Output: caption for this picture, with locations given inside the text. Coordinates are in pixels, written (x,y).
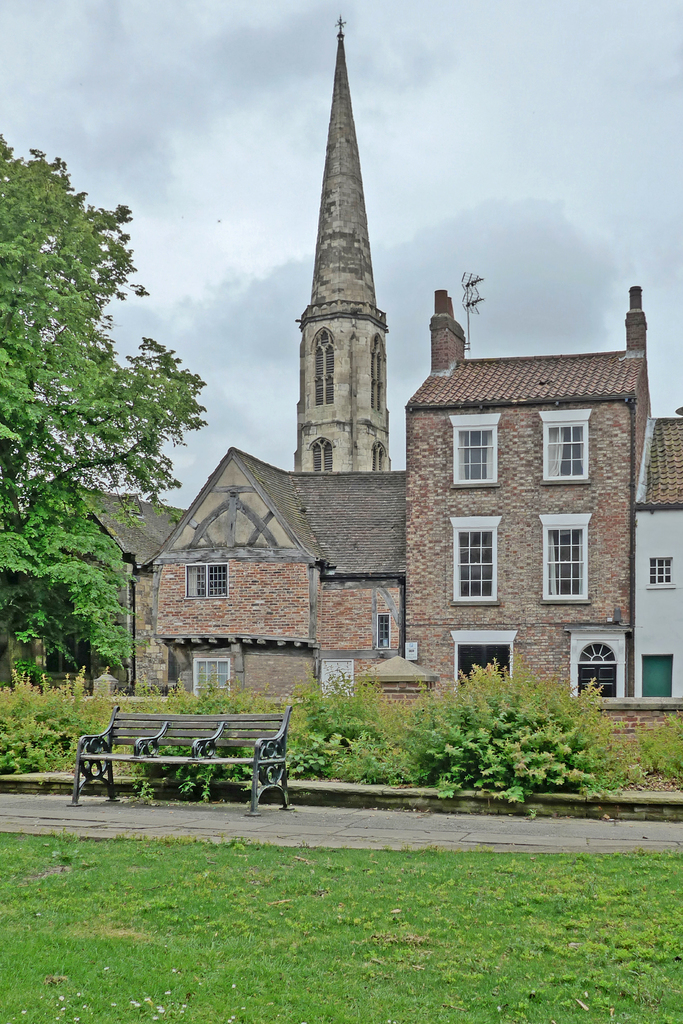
In this picture we can see grass (433,935) at the bottom (428,925), there are some plants (435,712), a bench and a tree (42,450) in the middle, in the background (428,541) there are buildings (506,541), we can see the sky (384,95) at the top of the picture (557,172).
